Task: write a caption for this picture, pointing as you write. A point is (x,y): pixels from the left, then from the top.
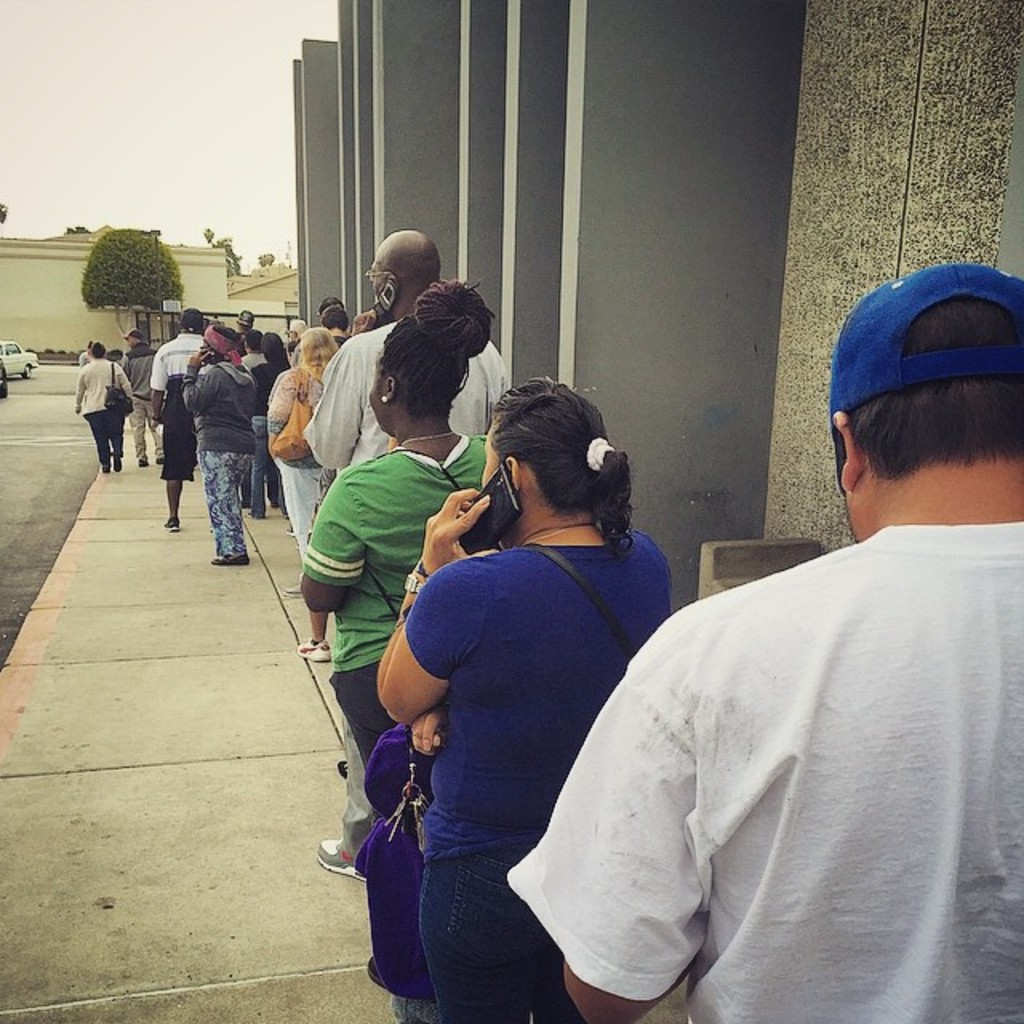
In this image in the center (347,443) there are persons (373,483) standing. In the background (118,315) there are trees (134,272), cars (13,367) and there is a building (52,300). On the right side (758,178) there is a wall (845,173).
